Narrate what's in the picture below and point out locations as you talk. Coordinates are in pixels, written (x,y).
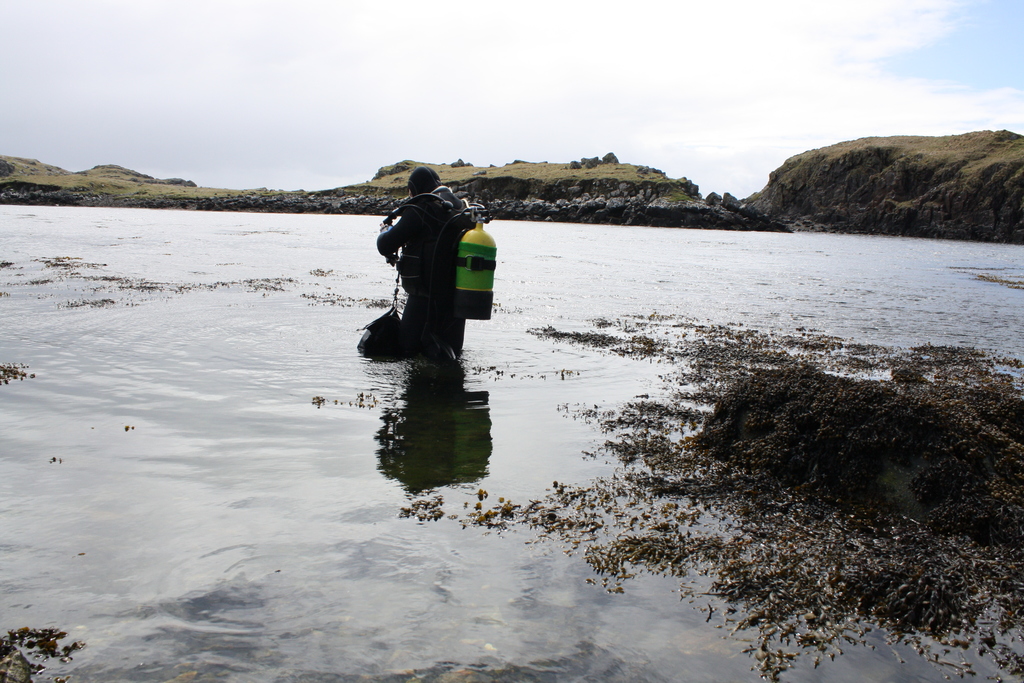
In this image we can see a person (439,254) walking in the water (476,334) and wearing a cylinder (491,306) on his back (428,241). In the background (477,100) we can see hills (842,176), plants (709,402), water (112,441), sky (123,124) with clouds (650,60).
